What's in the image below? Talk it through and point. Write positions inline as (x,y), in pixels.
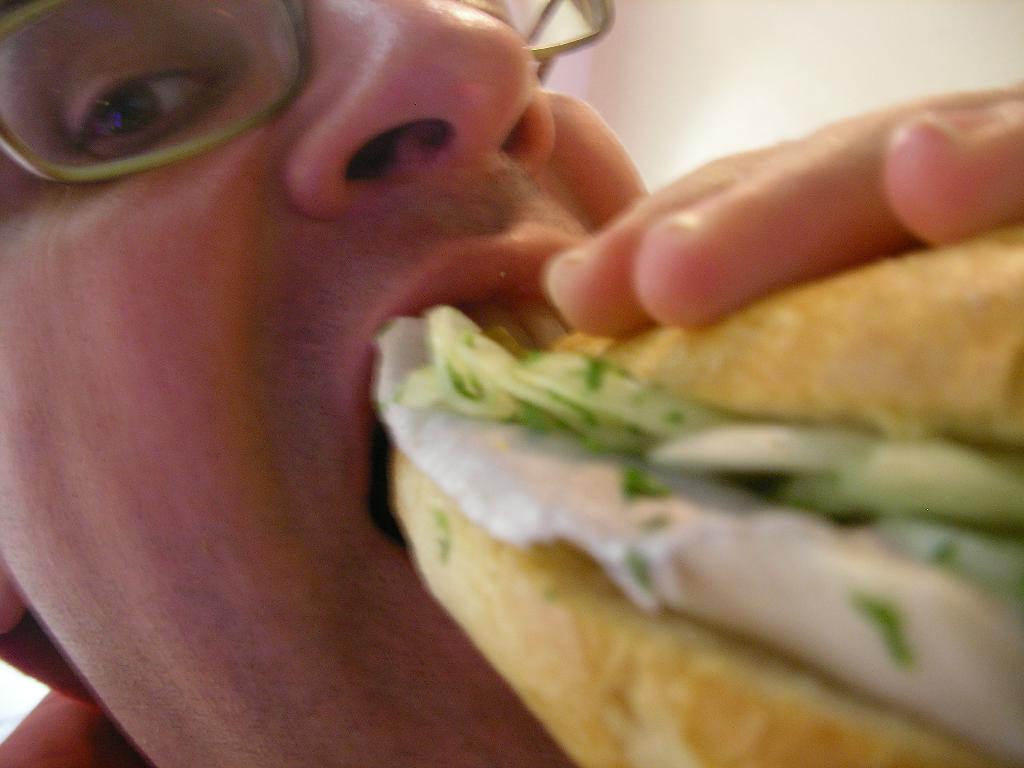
In this image, we can see a person (657,284) eating some food item (777,366). We can also see the wall (762,79).
